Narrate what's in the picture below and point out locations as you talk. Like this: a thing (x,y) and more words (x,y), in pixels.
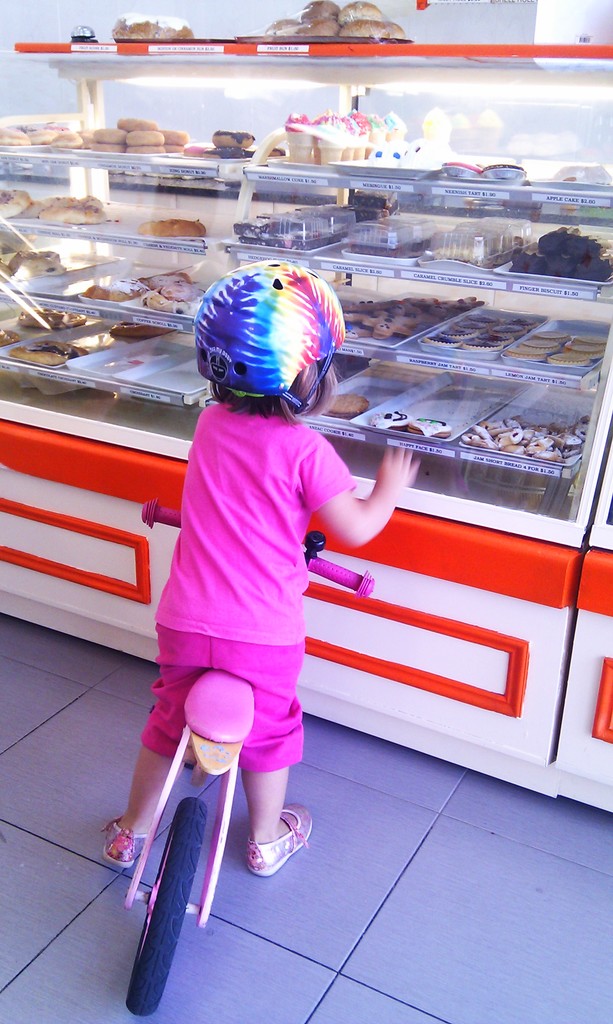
In this picture I can observe a small kid (223,624) sitting on the bicycle (152,897). This kid (235,580) is wearing pink color dress (225,562) and helmet (261,343) on her head (253,323). She is standing in front of some bakery food items (144,131).
